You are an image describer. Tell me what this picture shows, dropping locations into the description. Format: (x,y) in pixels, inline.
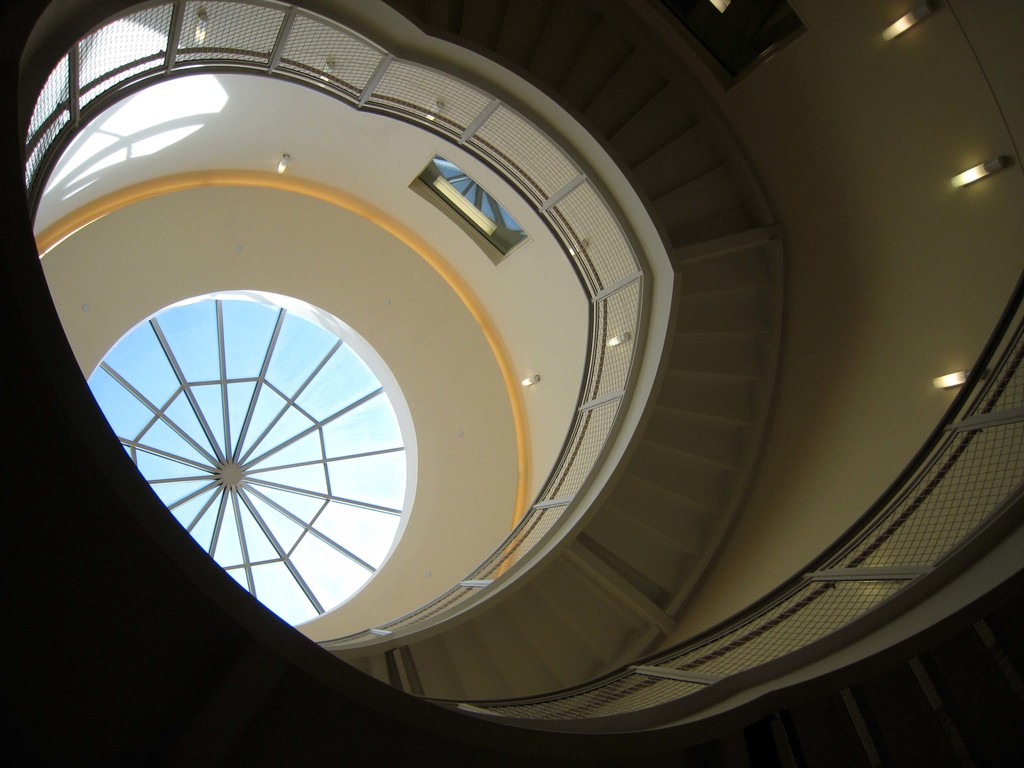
In this image there is a staircase (641,616) and we can see lights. There is a roof (441,519) and we can see windows (431,177).
